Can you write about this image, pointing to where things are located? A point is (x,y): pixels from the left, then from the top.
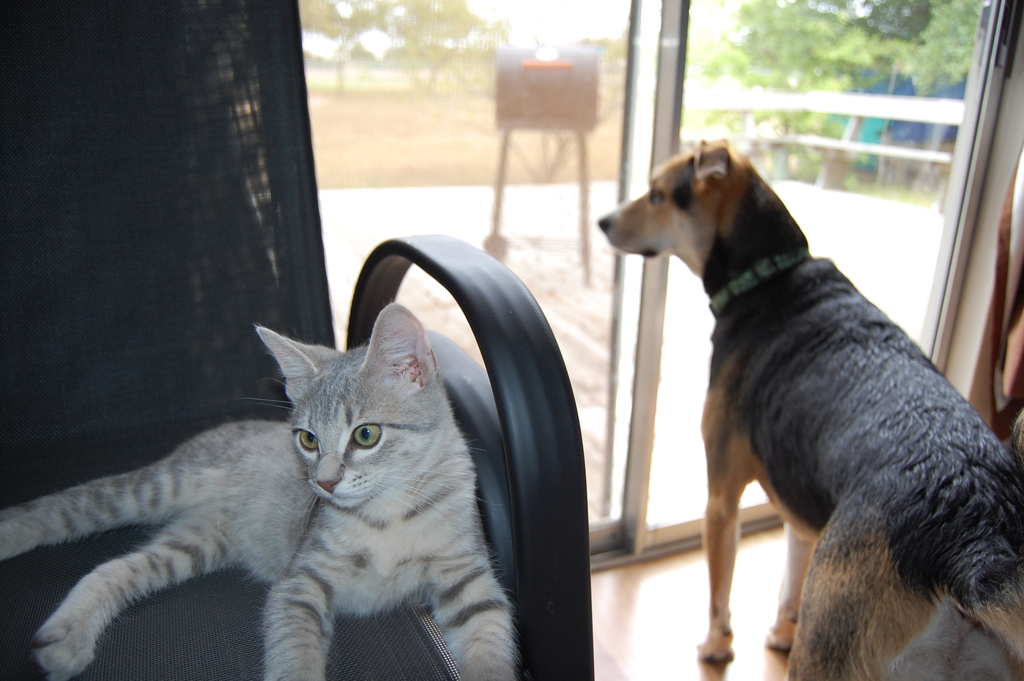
In this image we can see a cat (324,441) lying in the chair (204,320) and a dog (840,483) standing on the floor (766,593). In the background (622,122) we can see sky (520,19), ground (438,96), trees (443,52) and a bench (840,143).
